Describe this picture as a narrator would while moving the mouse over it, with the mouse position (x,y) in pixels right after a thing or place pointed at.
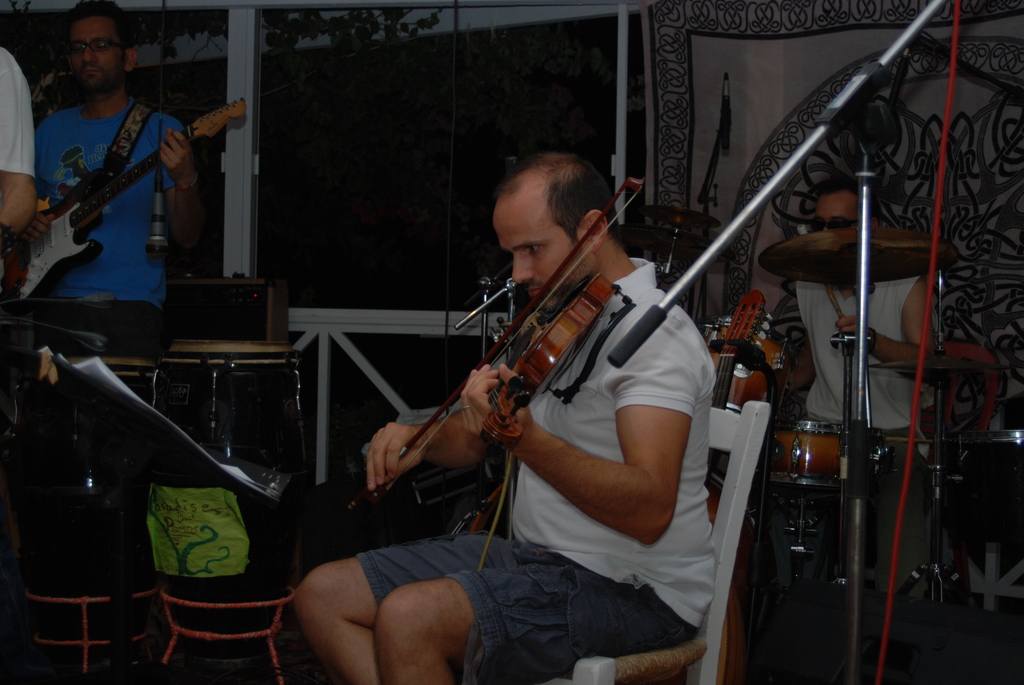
a person (701,520) is seated on a chair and playing violin (538,322). behind him at the left (111,183) a person (94,151) is playing guitar (84,232). at the right (822,277) back a person (837,405) is playing drums (833,422). in the front (884,104) there is a microphone (677,300).
